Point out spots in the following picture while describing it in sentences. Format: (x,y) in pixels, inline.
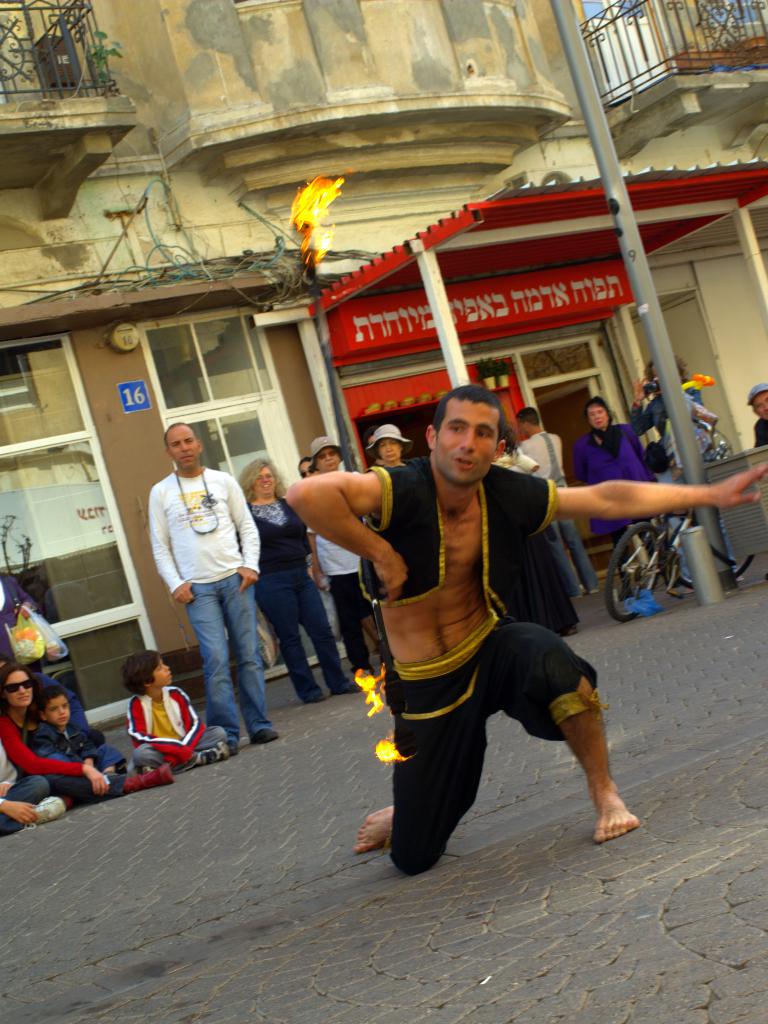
In this image I can see few people (481,398) and one person (368,474) is holding something (319,295) and they are wearing different color dresses (269,511). Back I can see a building (501,139), railing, glass windows (8,400), shed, pole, dustbin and vehicle (676,558) on the road (667,639).
